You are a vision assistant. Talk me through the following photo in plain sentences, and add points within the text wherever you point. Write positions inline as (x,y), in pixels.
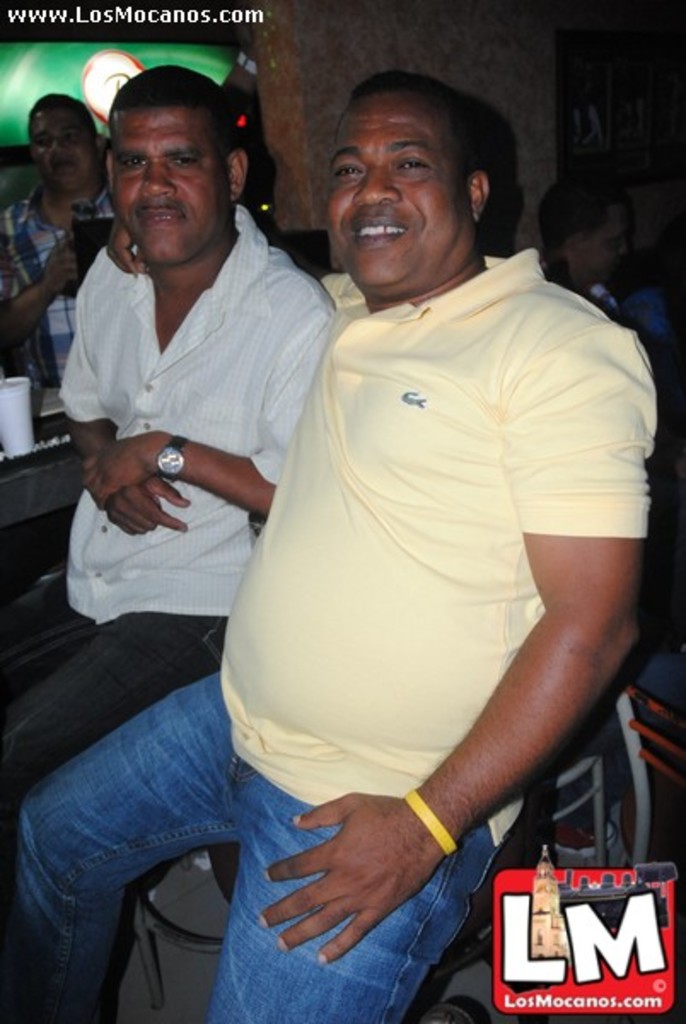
This 2 persons (403,439) are highlighted in this picture. This man (447,901) wore yellow t-shirt (447,502) and a band (431,827). This man (258,477) wore white shirt (211,407) and a watch (180,457). This man (311,453) kept his hand (121,231) on the other man's shoulder (108,264). Far there is a person (54,210) standing. In-front of this person (35,326) there is a table (57,469). A cup (29,436) is on a table (23,466).
